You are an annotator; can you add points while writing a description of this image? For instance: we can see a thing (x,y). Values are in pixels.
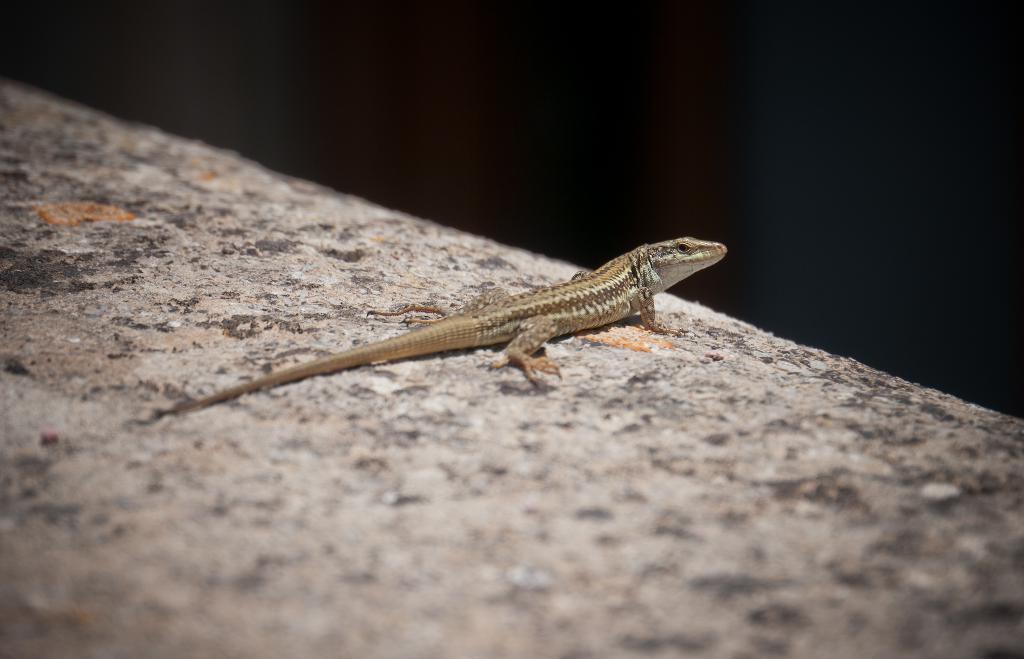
In this image there is a brown color lizard (449,340) which is lying on a stone (563,399).
